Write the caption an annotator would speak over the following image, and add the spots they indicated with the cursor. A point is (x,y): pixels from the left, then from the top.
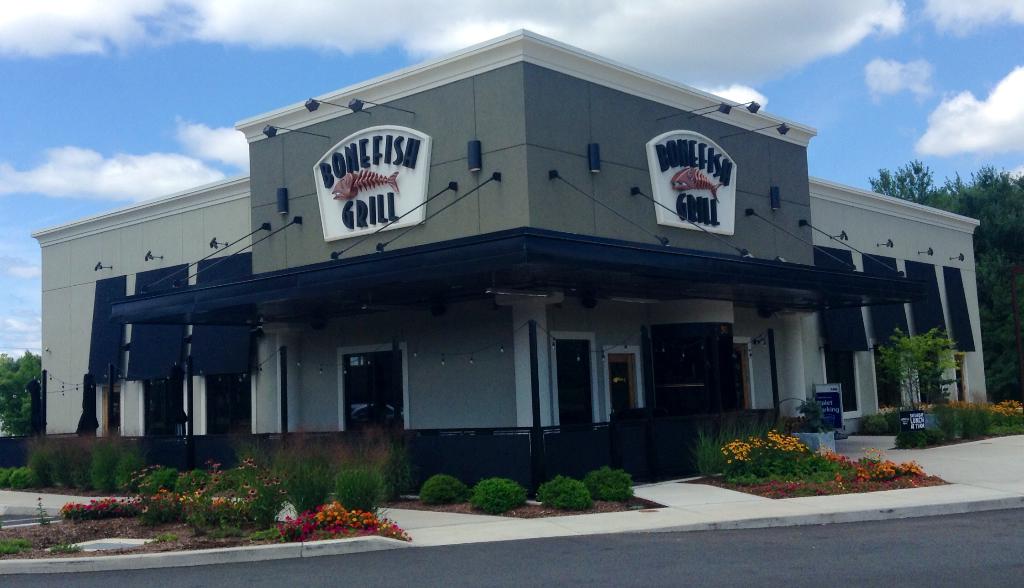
In this picture we can see plants (14,469), road (848,540), flowers (399,529), boards (376,133) and building (130,429). In the background of the image (982,218) we can see trees (1014,204) and sky (124,76) with clouds (154,40).
